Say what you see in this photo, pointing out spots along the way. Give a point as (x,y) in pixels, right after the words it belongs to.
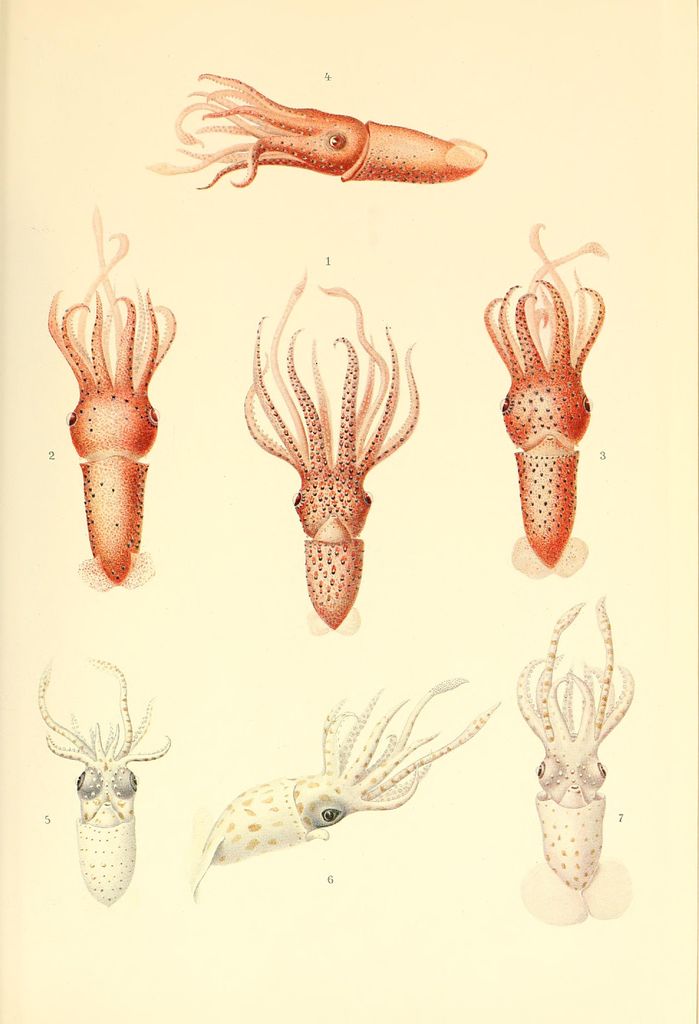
This is the sketch of squids (328,490).
